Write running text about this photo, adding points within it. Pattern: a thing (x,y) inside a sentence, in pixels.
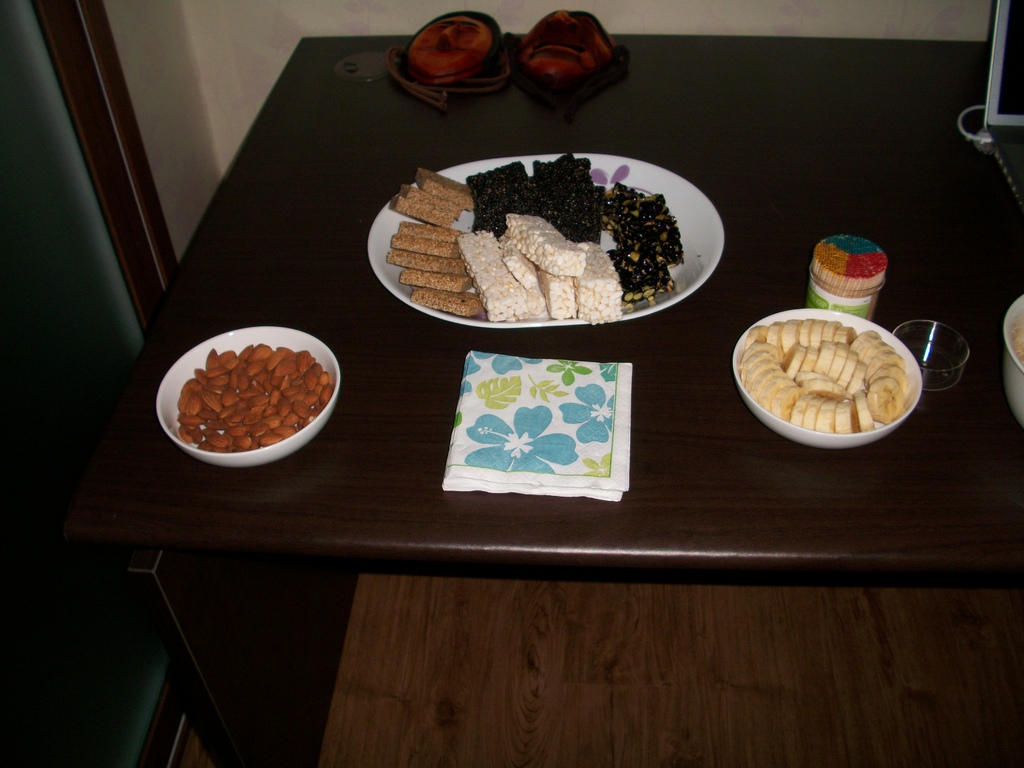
In this image we can see a table (451,119) upon which few things (560,212) are placed like plate (626,169) with food items (529,240), bowl (166,398) with almonds (244,379), fruits (818,379) and napkin (580,448).
